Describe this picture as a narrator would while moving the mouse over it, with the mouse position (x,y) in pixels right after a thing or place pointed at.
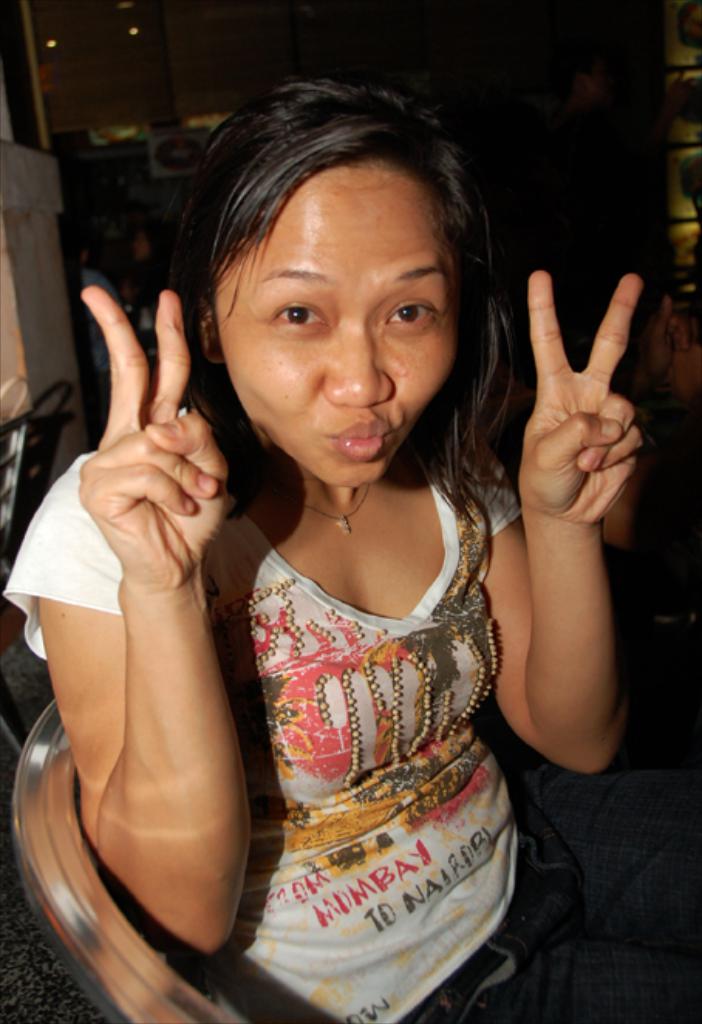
A girl (202,296) is showing her two hands (569,519), she wore white color t-shirt (389,774).
